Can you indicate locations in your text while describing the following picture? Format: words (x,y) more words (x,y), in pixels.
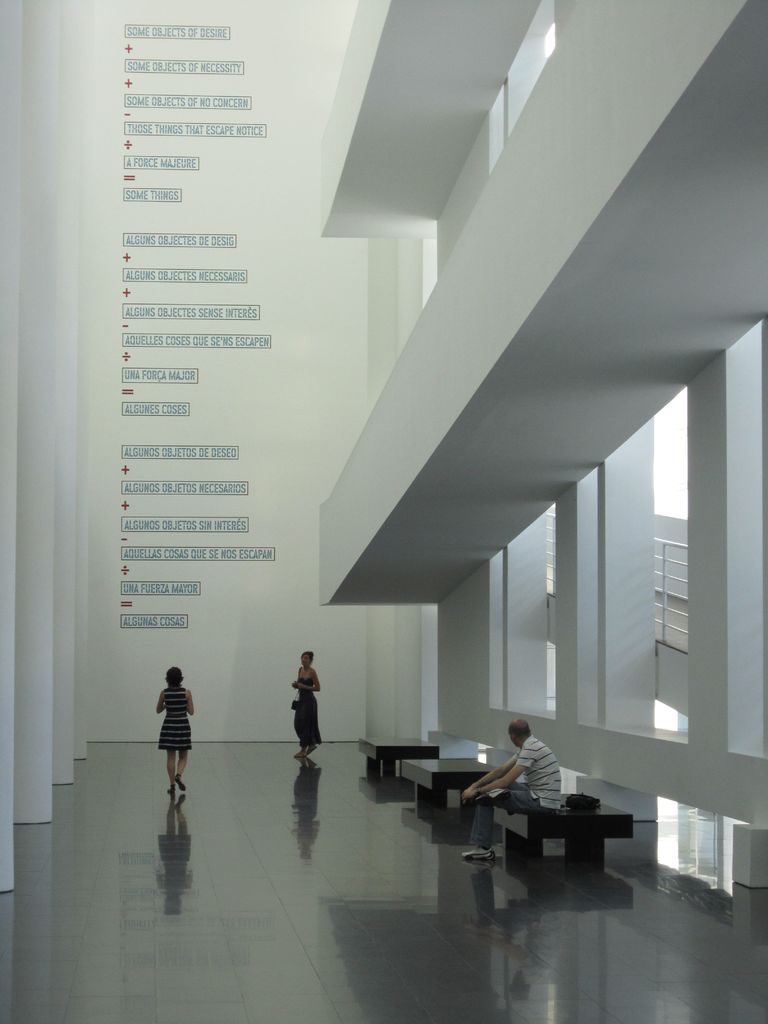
In this image I can see two women (168,715) are standing and a man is sitting.
